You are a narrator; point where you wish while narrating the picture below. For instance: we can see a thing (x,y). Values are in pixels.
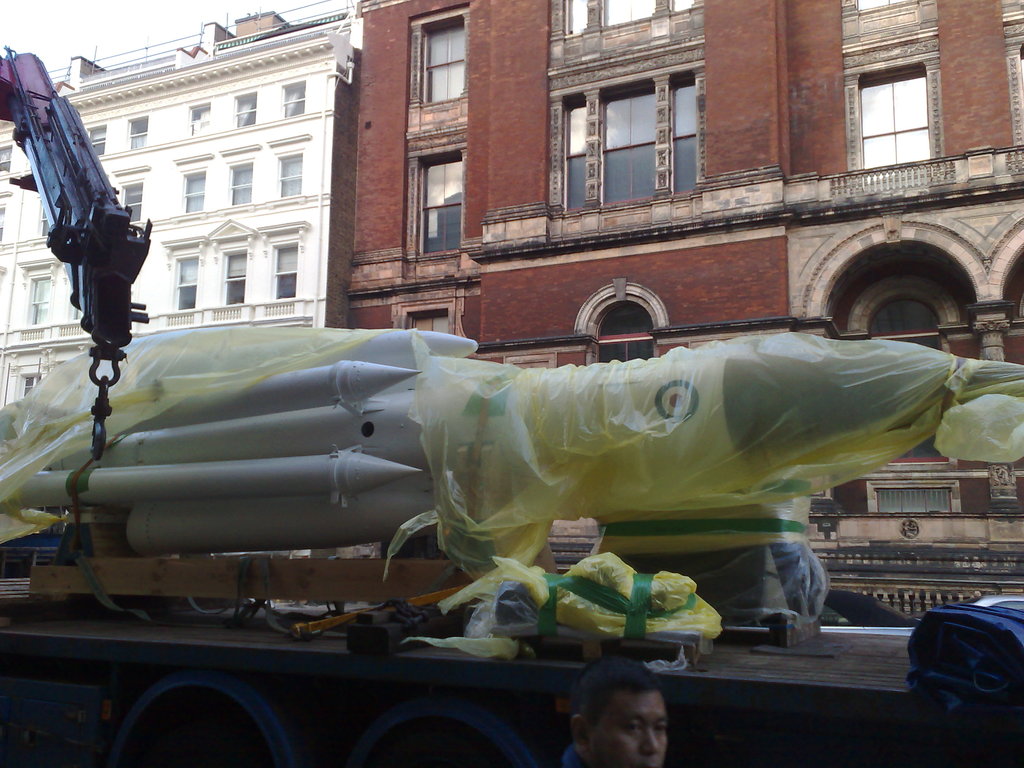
In this image I can see the rocket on the vehicle (442,679). To the side can see the person (618,728). In the background (408,252) I can see the buildings (386,176) with windows (236,110) and the sky (110,36).
